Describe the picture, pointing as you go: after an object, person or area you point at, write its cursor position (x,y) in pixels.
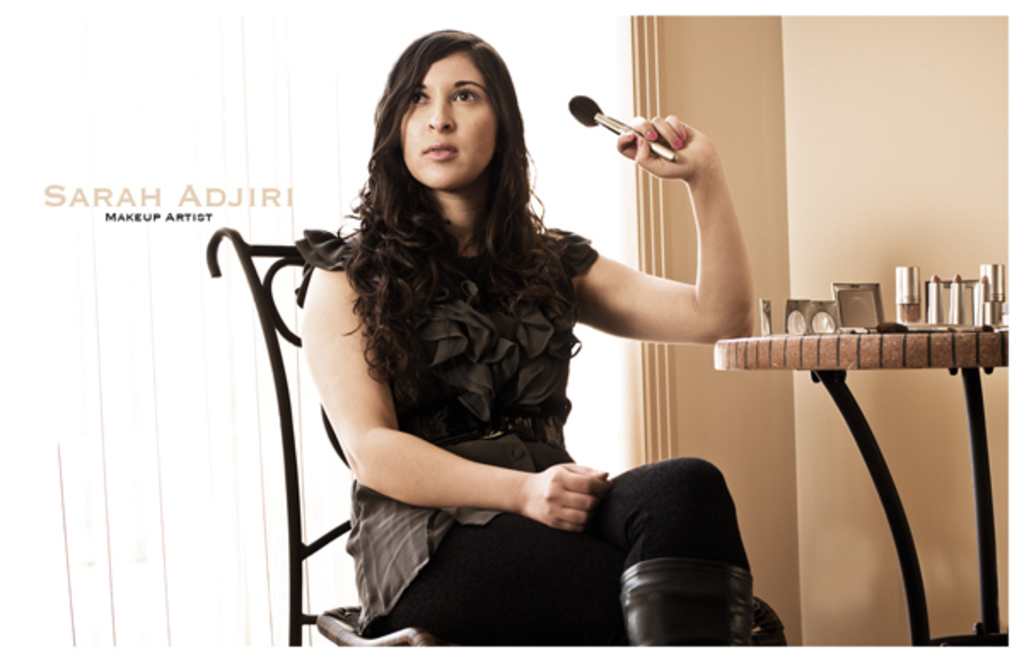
In this image we can see a woman (380,327) sitting on the chair (328,629) and holding a makeup brush (656,142) in her hand (666,136). On the right side of the image (847,367) there is a table (729,358) on which few makeup things (832,314) are placed.
